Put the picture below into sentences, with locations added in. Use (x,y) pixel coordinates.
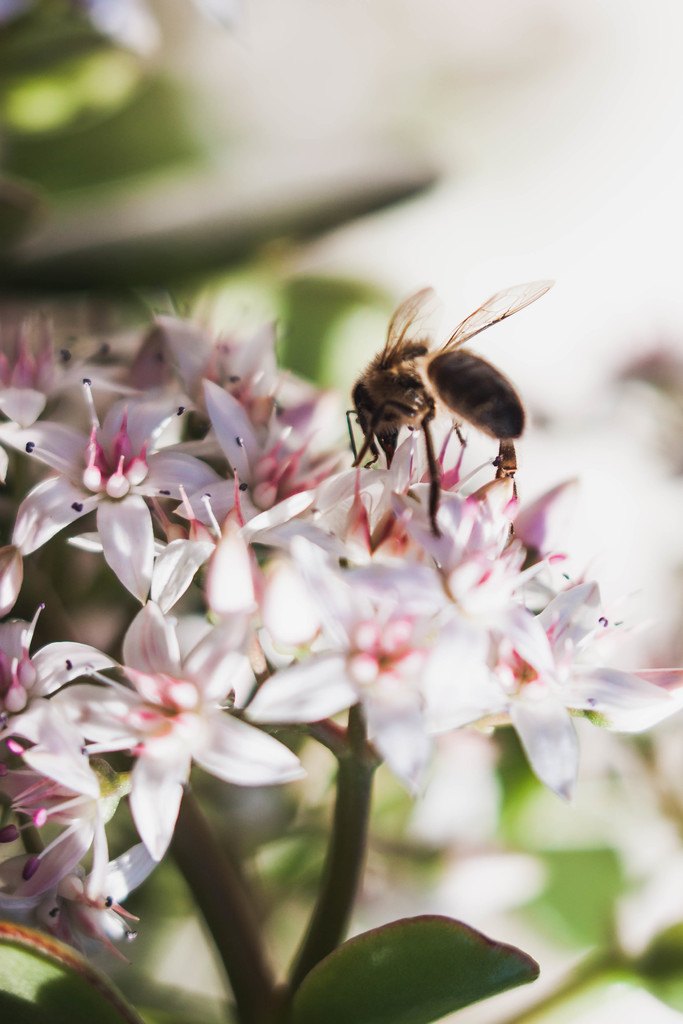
In this image, we can see a honey bee (492,414) on the flowers (410,514). Here we can see few flowers (52,360), leaves (453,955) and stems (209,843). Background (630,142) there is a blur view.
